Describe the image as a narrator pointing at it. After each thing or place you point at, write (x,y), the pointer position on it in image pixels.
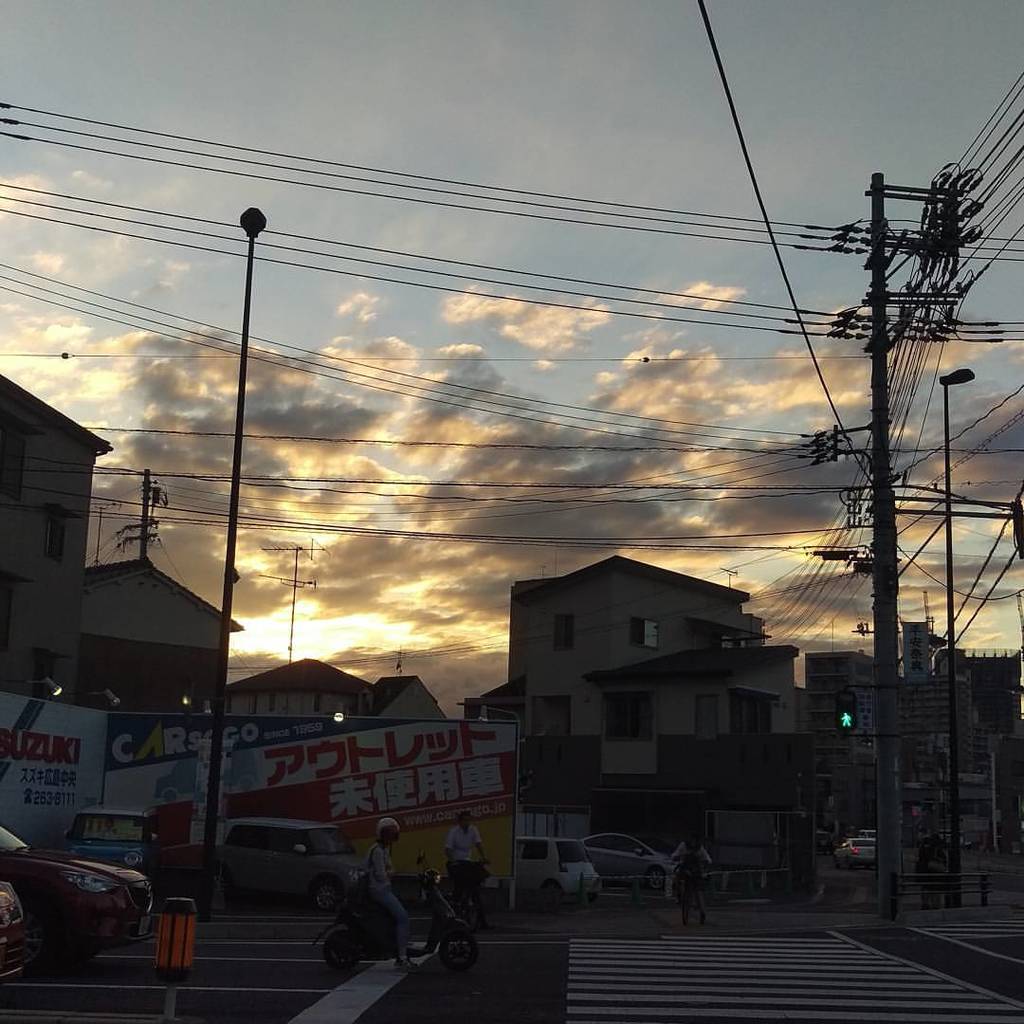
In this image at the bottom (140,989) there is a road (387,970) and there are some vehicles (143,889), cycles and some people (389,872) are sitting in vehicles (555,848). And in the background (220,736) there are buildings (933,700), poles (952,762), street lights (951,664), wires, antennas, boards (121,753), and at the top (449,200) there is sky (612,317).
